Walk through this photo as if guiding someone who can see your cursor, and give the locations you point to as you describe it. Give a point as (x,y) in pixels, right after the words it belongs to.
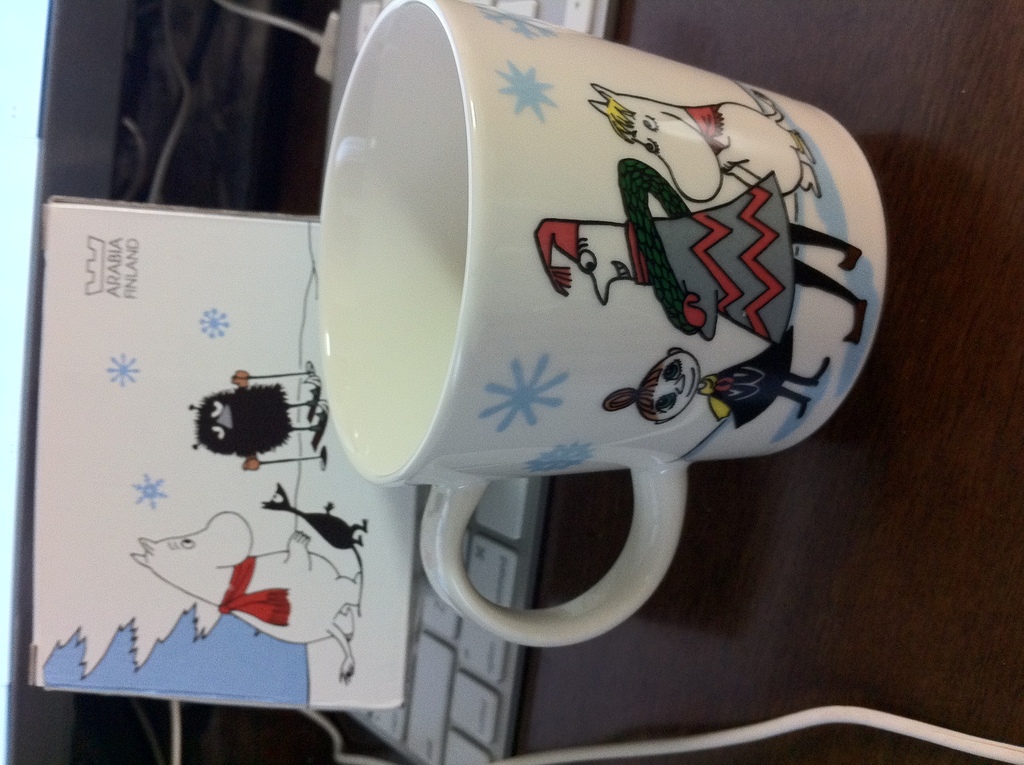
In this image there is a keyboard (431,672), cup (322,333), card (67,343), cables (261,19) and objects (70,92) are on the wooden surface (919,34). We can see drawings (793,255) on the cup (500,310) and card (293,377).
